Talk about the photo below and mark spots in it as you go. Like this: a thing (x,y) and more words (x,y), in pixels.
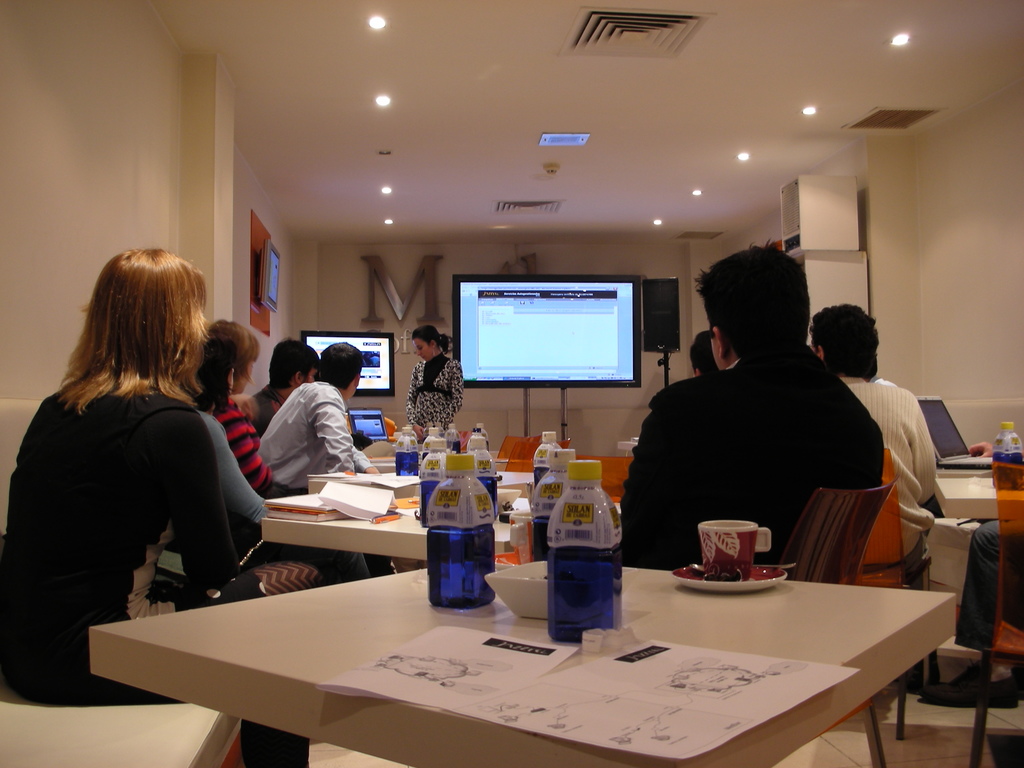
People (230,436) are sitting on the chair (878,547) on the table (786,599) there is bottle (588,532), cap (738,544), saucer (768,579), paper (767,681) and here there is television (562,348) and here in the roof (398,130) we have lights (387,103).
